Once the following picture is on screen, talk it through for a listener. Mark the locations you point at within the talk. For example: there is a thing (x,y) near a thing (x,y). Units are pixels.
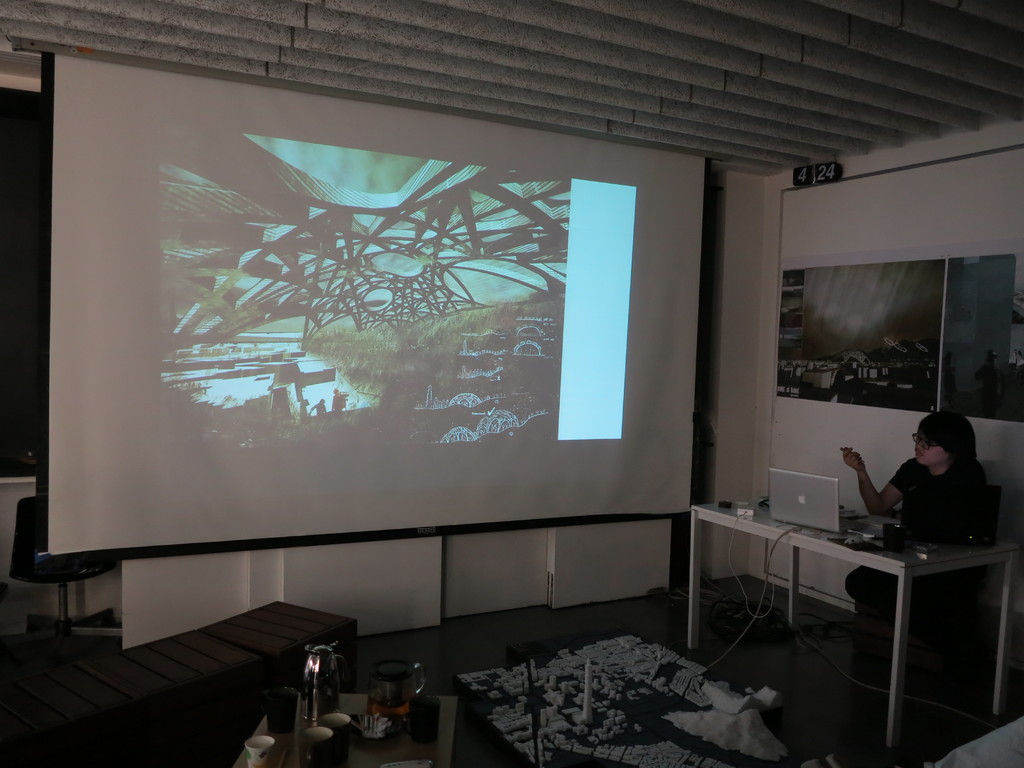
In the right side of the image (965,474) I can see a person (924,591) sitting on the chair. This is a table (852,550) with a laptop (828,519) and some objects (877,543) on it. This is a foldable screen (347,452) with a image (439,310) on it. I think these are the posters (900,287) attached to the wall (932,221). This looks like a table (410,760) where there is a jug (330,650), cup (267,746) and some other things (371,738) on it. I can see a chair (60,628) behind the screen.
